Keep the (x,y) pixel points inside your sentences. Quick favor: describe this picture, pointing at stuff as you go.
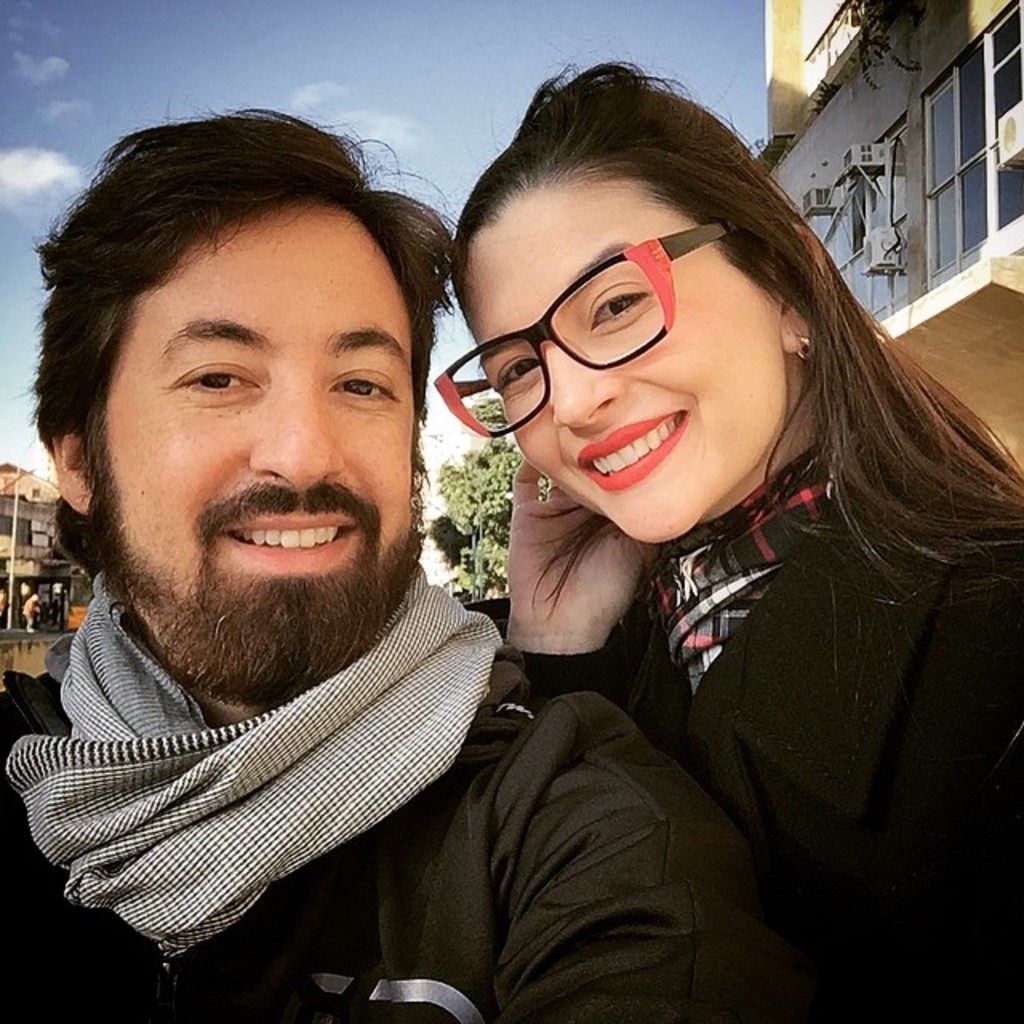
In this image I can see two people (538,773) smiling and wearing black color dress (665,710). Back Side I can see buildings (944,26), glass windows (950,128) and pole (16,514). The sky (109,67) is in blue and white color.
